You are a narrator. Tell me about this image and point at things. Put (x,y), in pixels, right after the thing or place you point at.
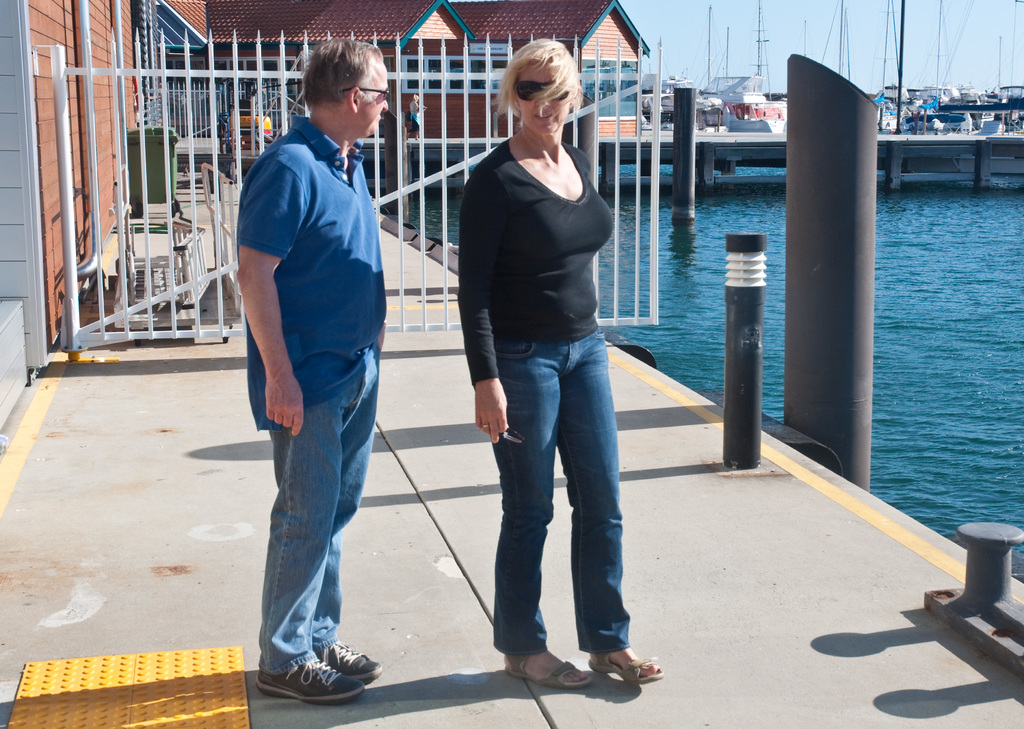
In this image, we can see a man (308,389) and a woman (555,346) standing on the left side (0,233), we can see some homes (13,217) and we can see the metal fence (213,54), on the right side (984,262), we can see water (978,334), at the top (708,70) we can see the sky (765,15).
